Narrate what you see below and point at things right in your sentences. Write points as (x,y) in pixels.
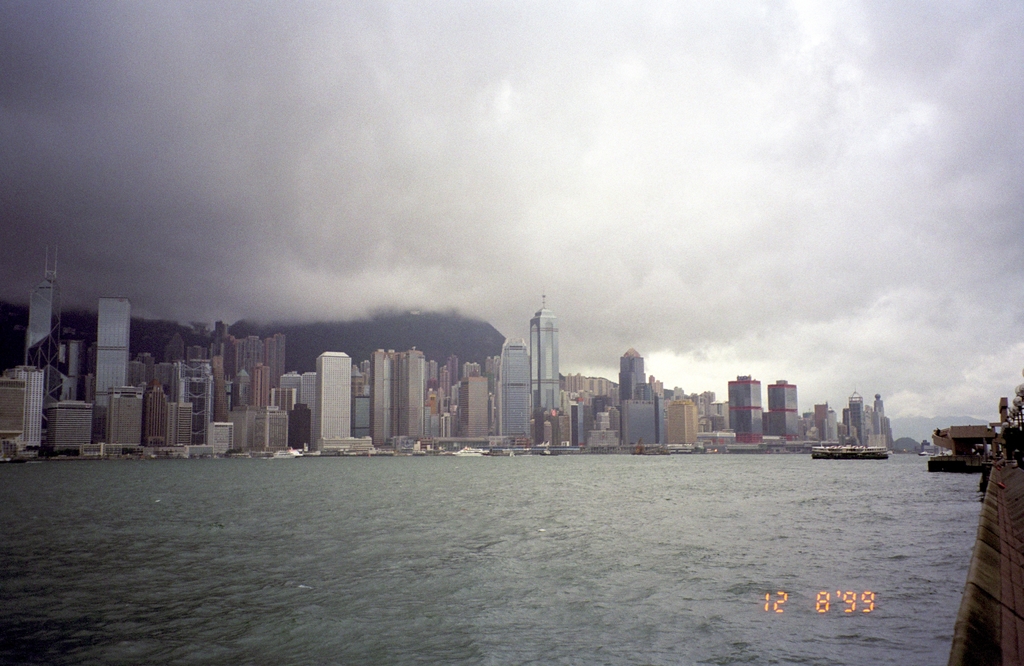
This is the picture of a city (51,445). In this image there are buildings (4,445) and there are boats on the water (505,499). At the back (349,351) it looks like a mountain (368,353). On the right side of the image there are street lights (1023,416) and there is a tree (1022,449). At the top (529,143) there is sky (680,274) and there are clouds (456,195). At the bottom (475,567) there is water (546,516).
